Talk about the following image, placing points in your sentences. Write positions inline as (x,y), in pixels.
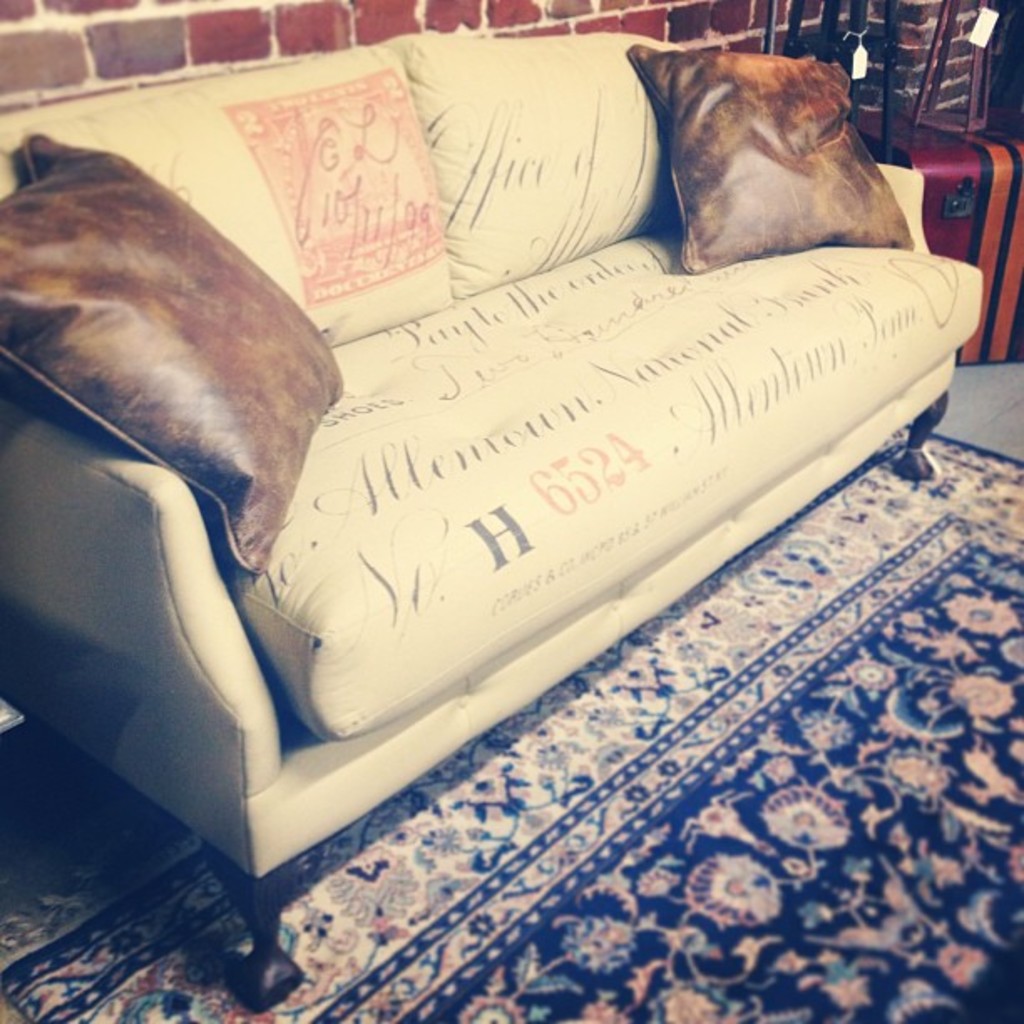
In this picture we can see a sofa (54,424) with pillows (787,169) on it, carpet (539,973) on the floor (1014,407) and in the background (554,14) we can see the wall (675,14) and some objects (932,171) with tags (990,31).
